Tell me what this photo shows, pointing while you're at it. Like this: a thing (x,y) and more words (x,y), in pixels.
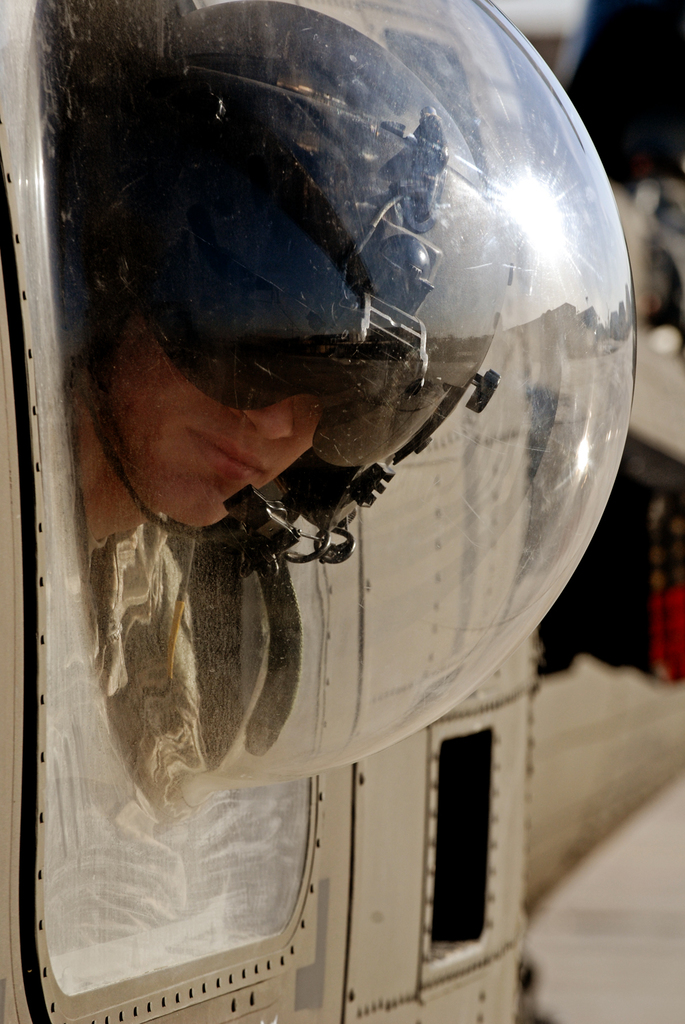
In the foreground of this image (212,641), there is a man (238,294) wearing a helmet (229,185) is looking through the globe like glass window (506,589) which is to a vehicle (552,752).
